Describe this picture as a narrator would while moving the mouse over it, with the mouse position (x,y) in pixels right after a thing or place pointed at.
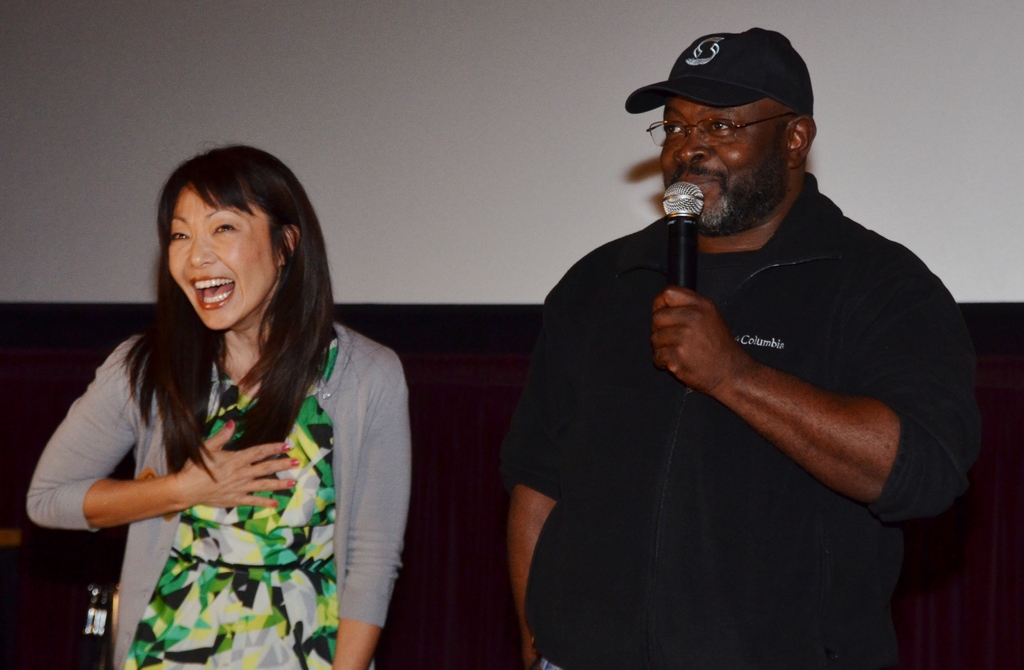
On the right (694,623) a man (847,289) is standing and speaking in the microphone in the left (168,204) a girl (80,405) is standing and laughing.
